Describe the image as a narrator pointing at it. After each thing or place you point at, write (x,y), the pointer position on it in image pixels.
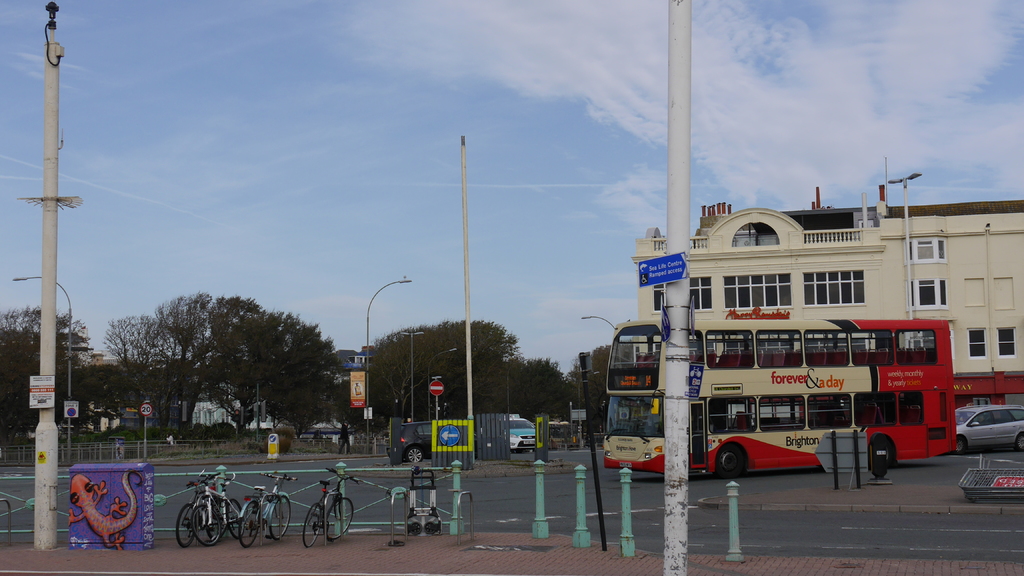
In this picture we can see bicycles (248,499), poles (731,525), name boards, sign boards (74,407), posters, trees (498,366), building (1004,347) with windows (850,297), vehicles (412,434) on the road (230,466), box (105,488) with a painting (128,511) on it and some objects (346,467) and a person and in the background (356,173) we can see the sky (571,141) with clouds (908,70).
